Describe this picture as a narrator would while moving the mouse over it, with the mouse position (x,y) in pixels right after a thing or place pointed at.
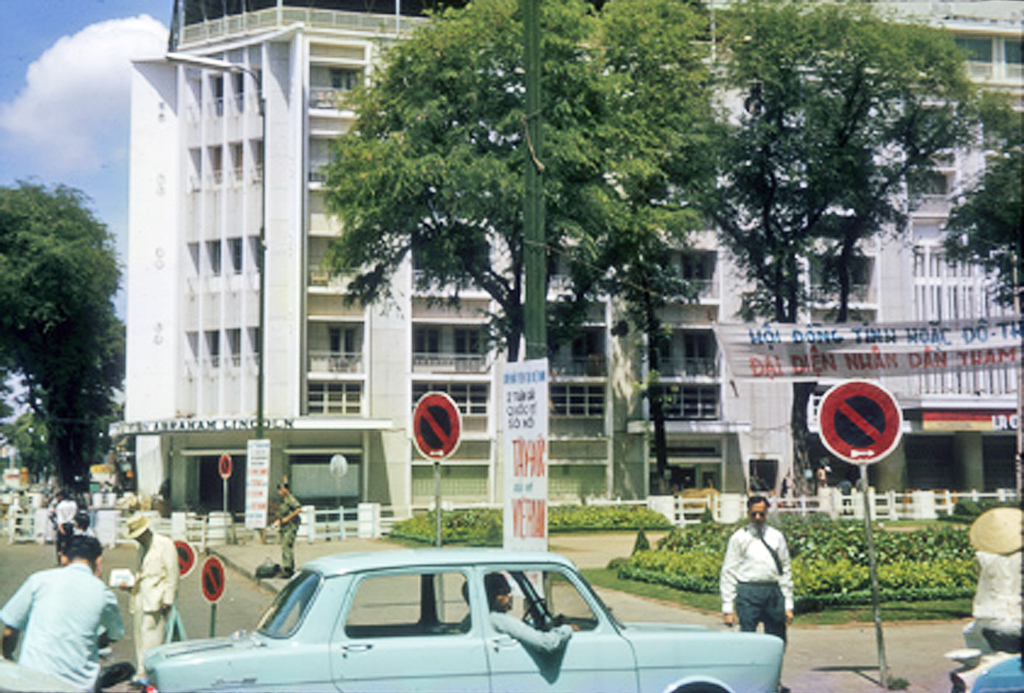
In this picture we can see group of people (52,592). One person (498,609) is driving a car (671,637) while another one (744,583) trying to cross the road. In this picture we can see sign boards (834,447), hoardings (534,485), poles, shrubs (637,555), trees (650,186) and couple of buildings (331,135).
